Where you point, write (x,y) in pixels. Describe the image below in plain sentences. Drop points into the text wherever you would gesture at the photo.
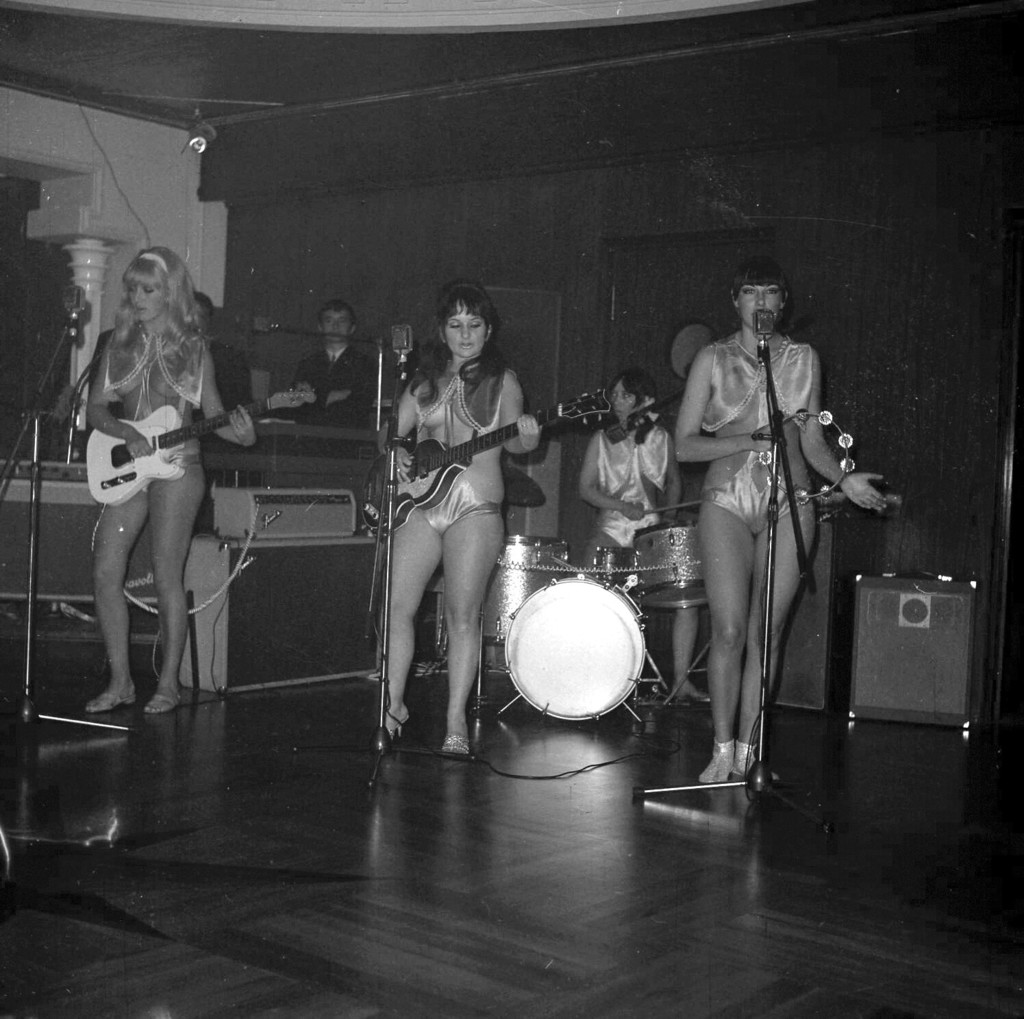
In the picture I can see three women (477,579) standing on the floor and two of them are playing the guitar (419,483). In the background (681,595), I can see a snare drum musical instrument (649,529). I can see the microphone stands (78,394) on the floor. In the background (351,372), I can see two men (362,360) wearing a suit (351,372) and a wooden wall (688,228).
